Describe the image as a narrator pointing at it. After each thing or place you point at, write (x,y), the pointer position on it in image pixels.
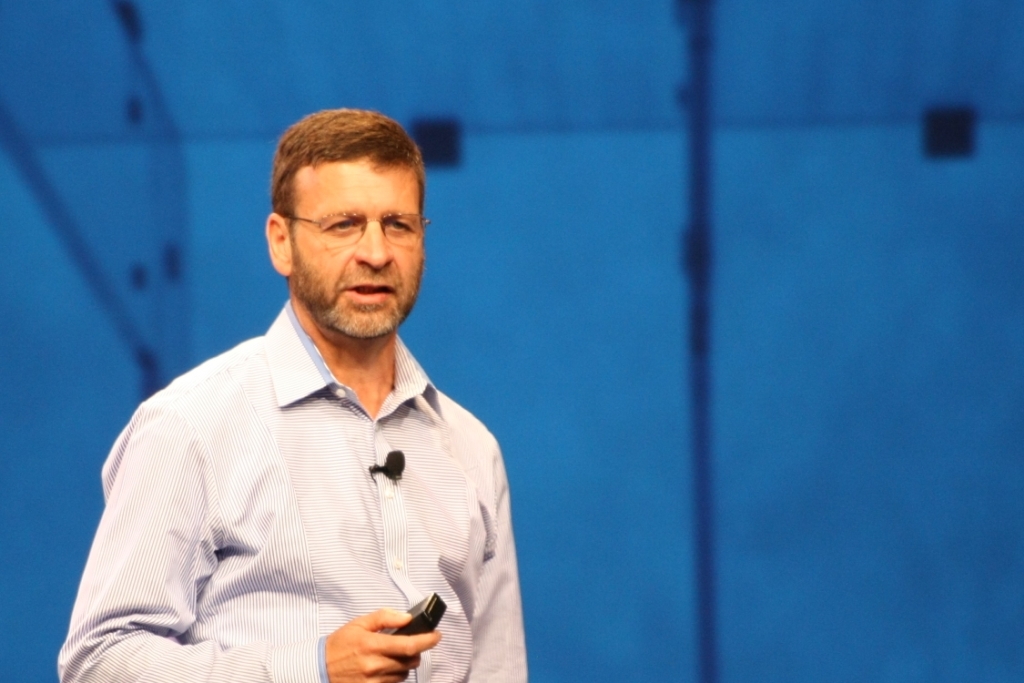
In this picture I can see there is a man (272,180) standing and he is holding a remote (426,613) in his right hand (375,652) and there is a blue surface (491,308) in the backdrop (427,214).
